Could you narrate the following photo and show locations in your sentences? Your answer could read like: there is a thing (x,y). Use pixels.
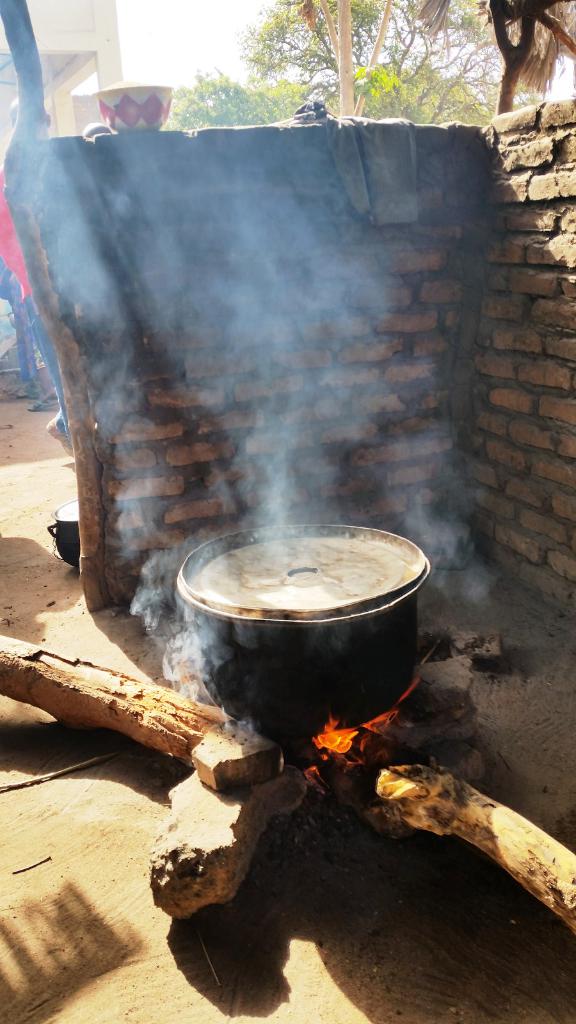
In this image in the front (341,661) there is a fire (323,766) and on the fire (333,739) there is a vessel (321,680). In the center (291,370) there is a wall (364,353) which is red in colour and on the wall (105,144) there objects (345,139). In the background (322,66) there are trees (452,31) and there is a wall (81,43).
